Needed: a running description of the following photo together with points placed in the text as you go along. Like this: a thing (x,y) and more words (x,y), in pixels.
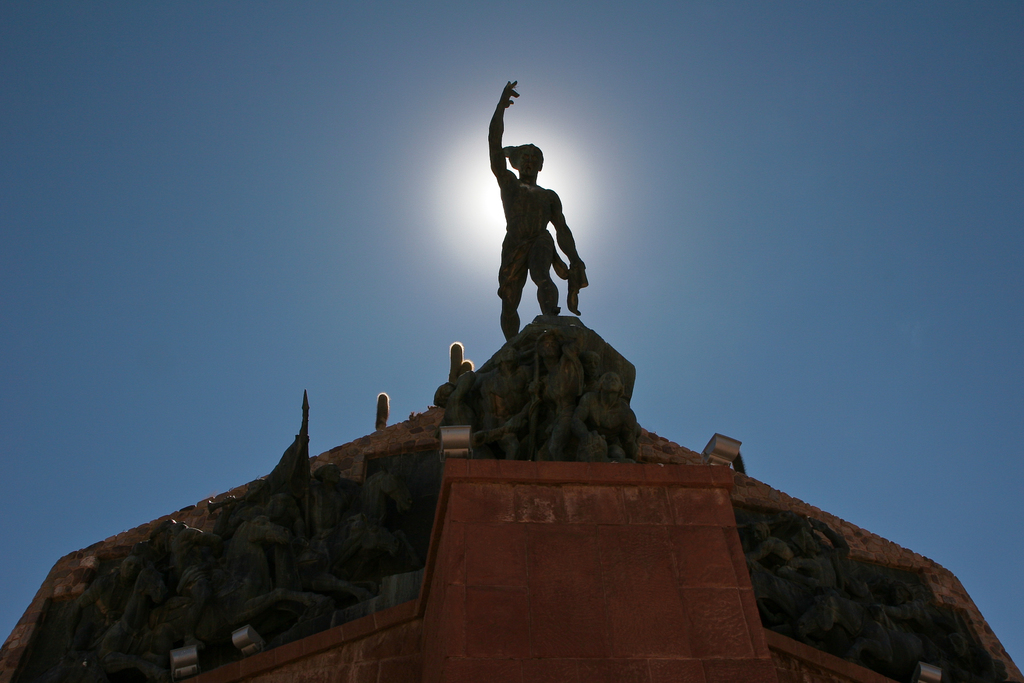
In the image we can see a sculpture of a person (514,243), this is a sky (943,315) pale blue in color and this is a light (182,652).
